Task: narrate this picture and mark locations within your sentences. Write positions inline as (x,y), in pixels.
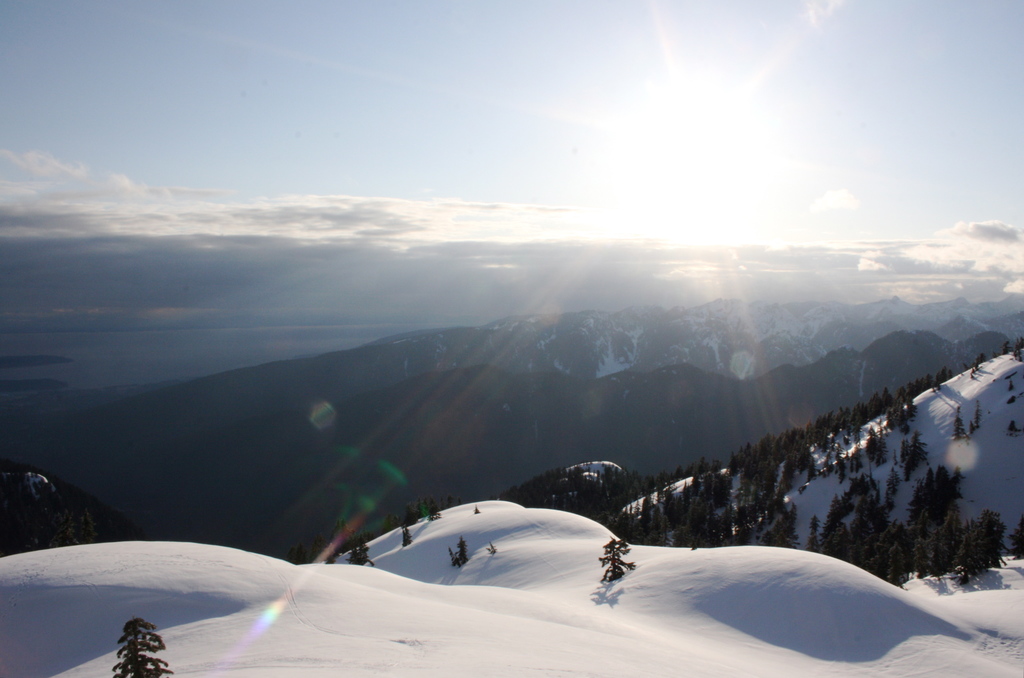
In this image we can see some trees (766,480), mountains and the snow (414,613), in the background (421,113), we can see the sky (374,55) with clouds (392,215).
